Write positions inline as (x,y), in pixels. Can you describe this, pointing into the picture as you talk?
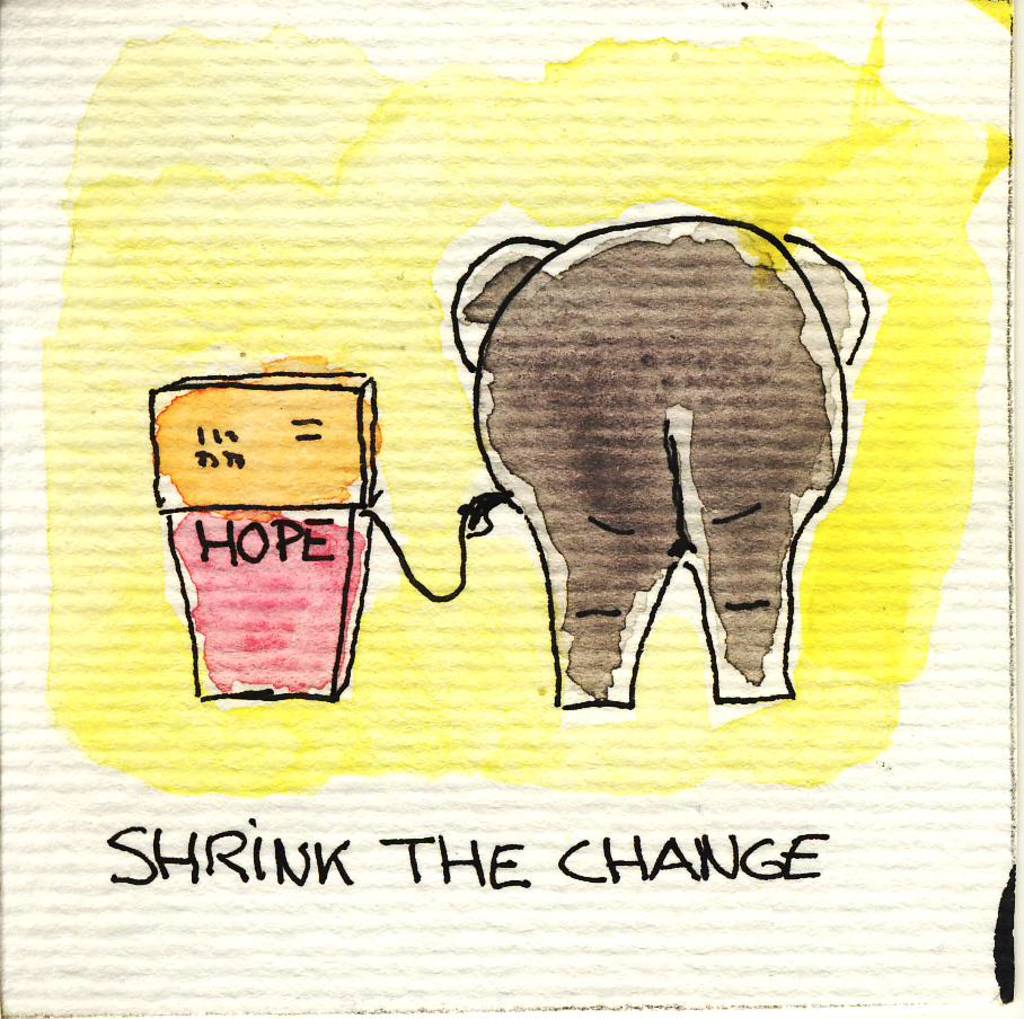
This is a poster, in this poster we can see a box (219,440) and text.
